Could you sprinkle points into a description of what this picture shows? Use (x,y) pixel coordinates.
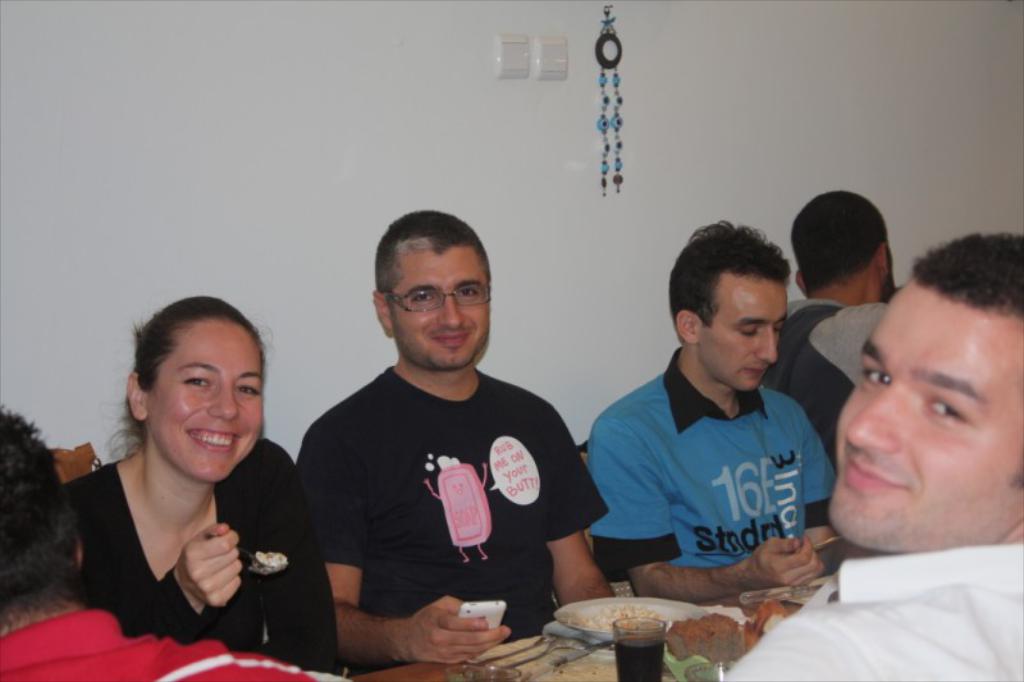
In this picture I can see group of people (483,494) sitting, there are food items (703,640) on the plate (706,610) and in a bowl (709,609), there is a glass (649,641) with a liquid (633,668) in it and there are some objects (596,639) on the table (556,639), there is a person (442,600) holding a mobile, another person (182,572) holding a spoon (271,558), and in the background (631,119) there is a decorative item (599,37) hanging to the wall (541,121).
